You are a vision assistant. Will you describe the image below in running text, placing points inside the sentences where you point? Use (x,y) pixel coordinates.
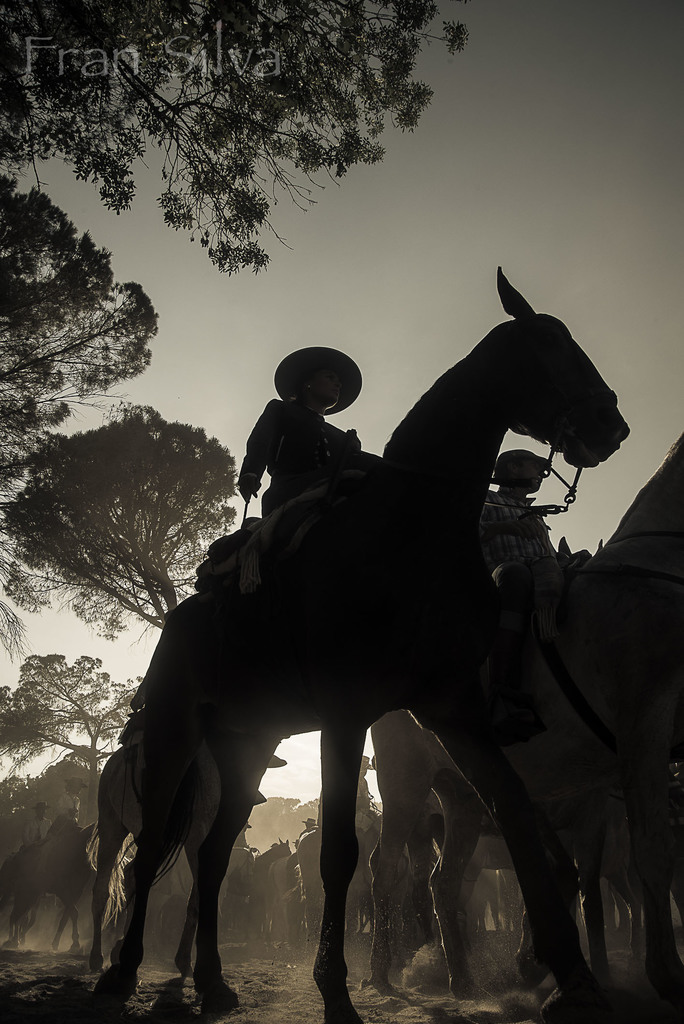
In this image i can see a person (307,427) wearing a hat (298,396) sitting on the horse (327,627). In the background (370,390) i can see number of people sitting on the horses (258,875), the ground (264,1016), few trees (76,507) and the sky (459,210).
